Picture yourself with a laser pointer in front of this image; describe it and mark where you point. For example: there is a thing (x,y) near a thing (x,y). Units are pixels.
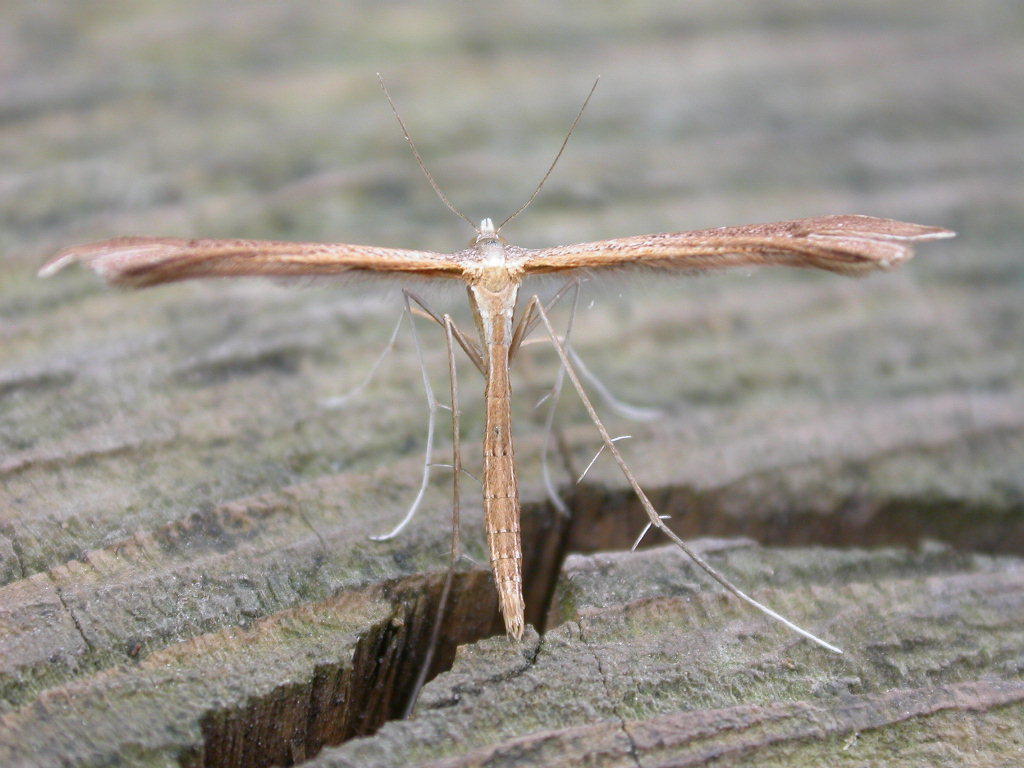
In this image there is an insect (456,435) on the surface (350,477).
